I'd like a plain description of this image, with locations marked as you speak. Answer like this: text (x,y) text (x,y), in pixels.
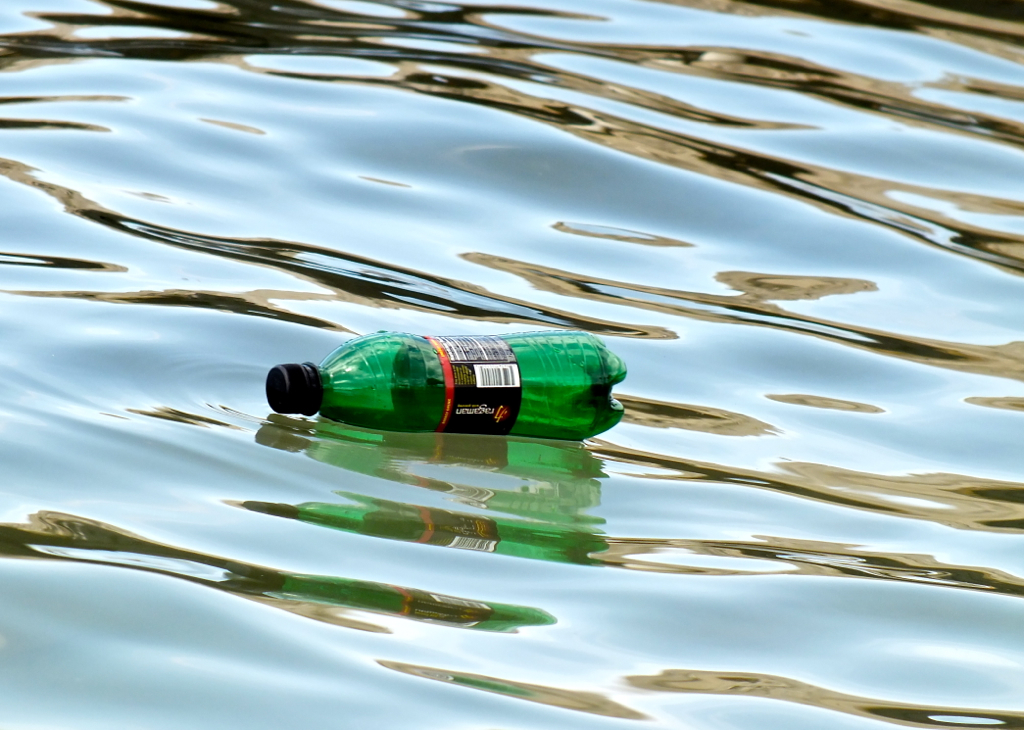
In this picture we can see a bottle (369,406) in the water (656,466).
